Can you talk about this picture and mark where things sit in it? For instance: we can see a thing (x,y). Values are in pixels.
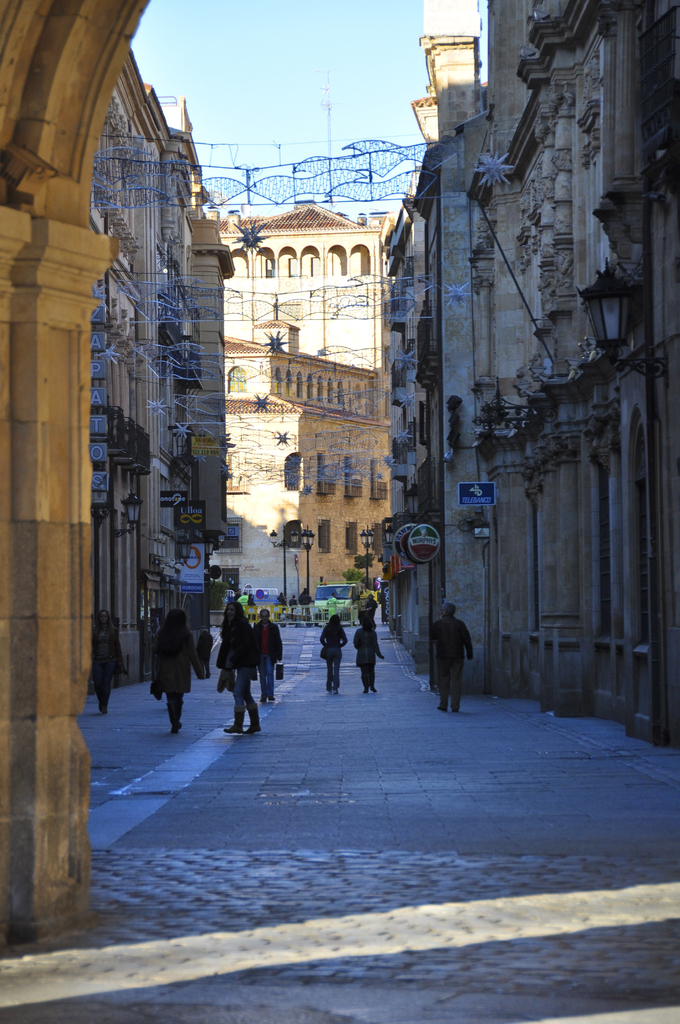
There are number of buildings (299,455) with windows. Sky (368,131) is in blue color. Number of people (459,655) are walking on road (209,704), as we can see their leg (249,679) movement. Number of vehicles (341,588) on road (302,638). Pole (311,542) with light (311,529). Sign boards (474,486).
